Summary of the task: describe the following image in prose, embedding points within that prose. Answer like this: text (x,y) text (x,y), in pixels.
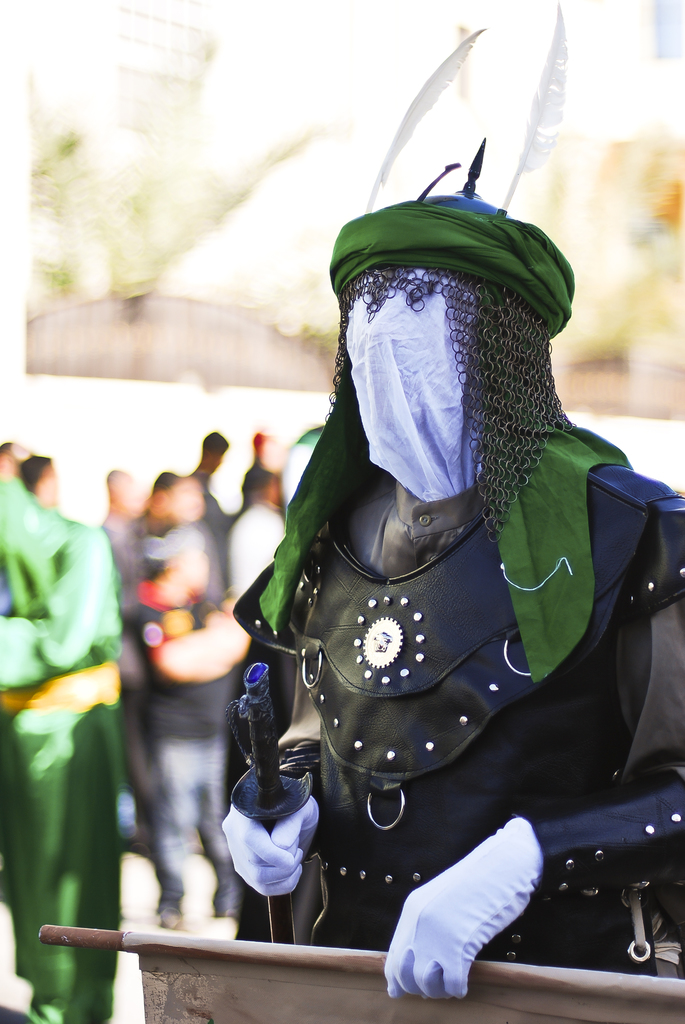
This picture shows few people (222,535) standing and we see a man (492,482) wore mask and holding a banner (134,934) in his hand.
